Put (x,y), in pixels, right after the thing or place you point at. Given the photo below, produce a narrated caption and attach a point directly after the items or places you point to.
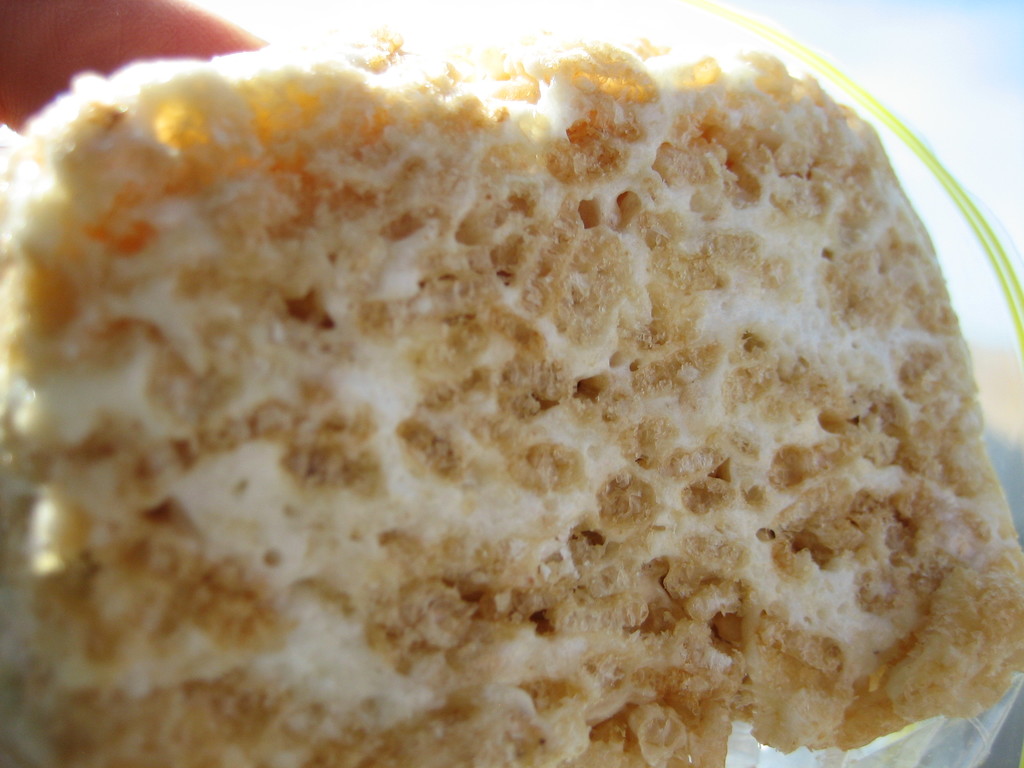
In this image we can see a food item (665,396). In the background (399,6) it is blur.
